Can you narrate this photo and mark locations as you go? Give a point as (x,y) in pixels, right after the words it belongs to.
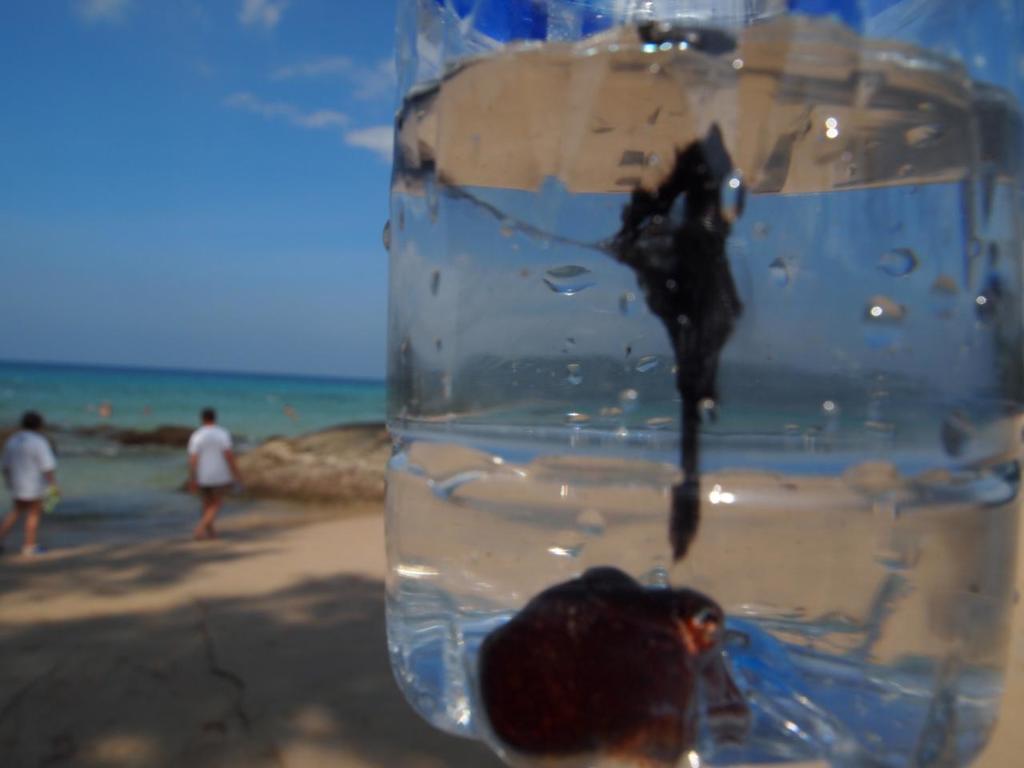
In this picture there is water (771,266) and there are some objects (712,247) in it and there are two persons (38,491) standing in the left corner (149,490) and there is water (161,380) in the background (145,390).
